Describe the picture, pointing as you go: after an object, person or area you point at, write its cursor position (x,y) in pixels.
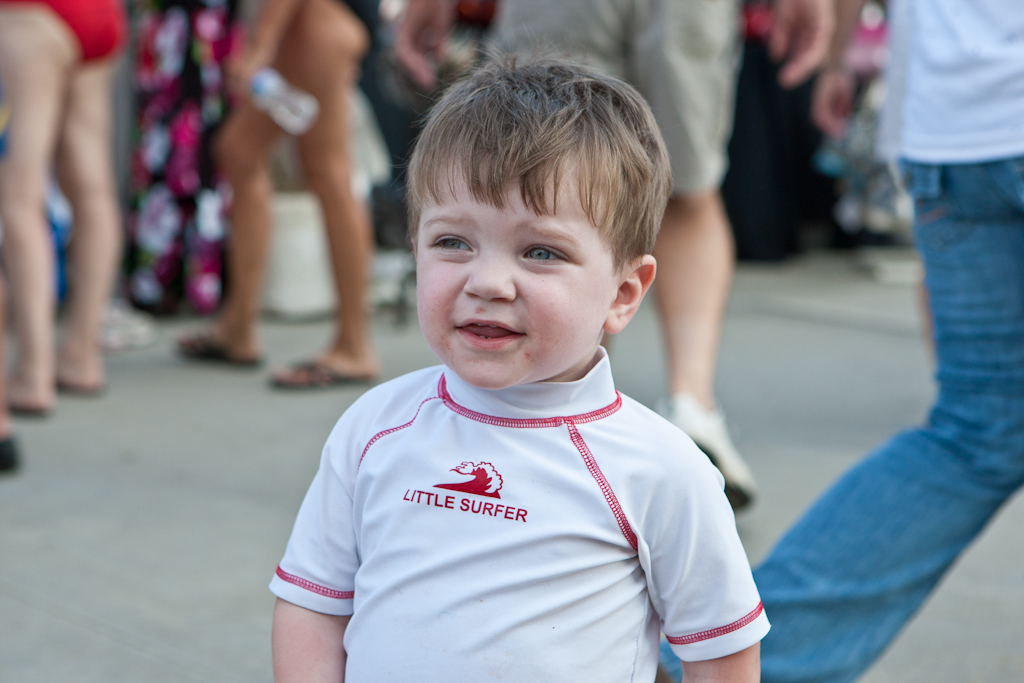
In the picture we can see a small boy (578,646) standing on the path (242,565) with white T-shirt (568,648) and behind him we can see some people's legs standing and some are walking.
